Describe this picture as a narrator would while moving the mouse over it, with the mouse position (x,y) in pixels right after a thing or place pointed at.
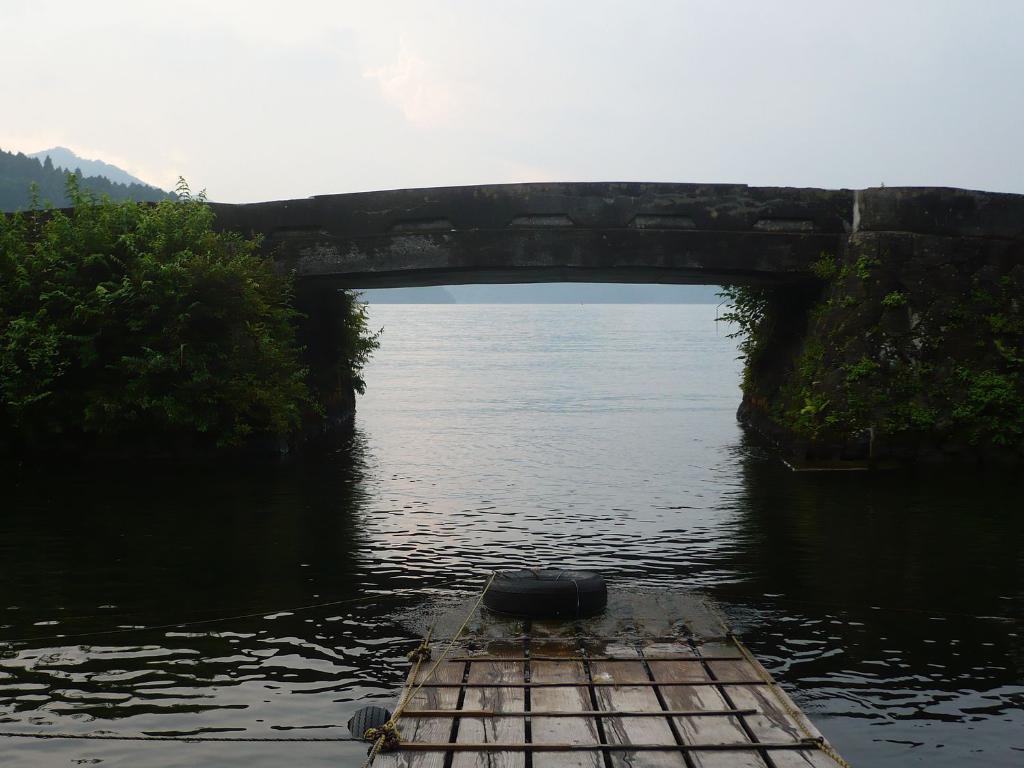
At the bottom of this image (453,649) I can see a wooden board (496,679) which is floating on the water (292,592). In the background (491,233) there is a bridge (676,231). On the right (952,374) and left side of the image (185,402) I can see the trees (129,319). On the top of the image (404,89) I can see the sky (815,100). On this wooden board (568,688) I can see wheel (547,602).
